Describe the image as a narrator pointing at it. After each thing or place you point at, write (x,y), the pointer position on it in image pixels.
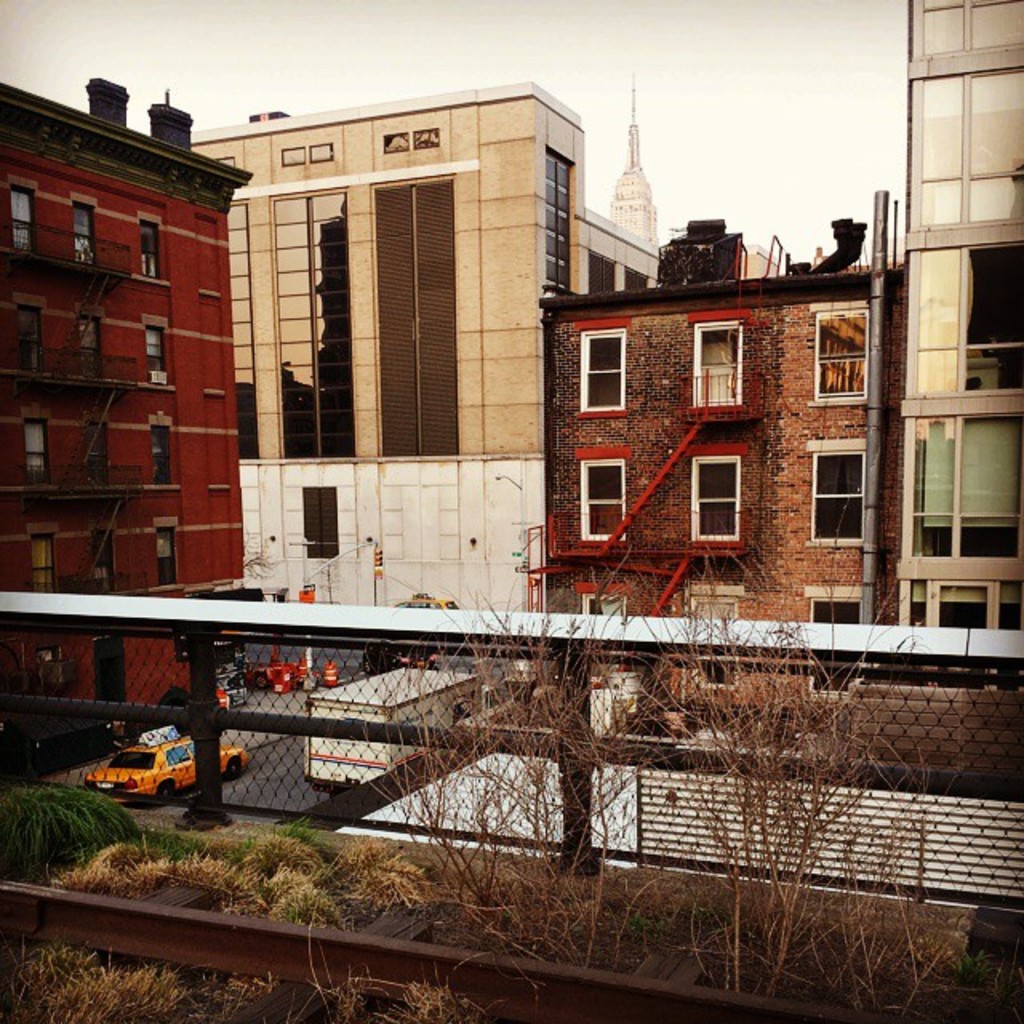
In the center of the image (519,475) we can see buildings (539,468). At the bottom of the image (44,722) we can see railway tracks (360,951), fencing (75,716), grass (50,806) and shed (942,840). On the left side of the image (315,746) we can see vehicles (123,789) on the road (289,766) and buildings (155,500). In the background (193,60) there are buildings (940,494) and sky (681,152).
